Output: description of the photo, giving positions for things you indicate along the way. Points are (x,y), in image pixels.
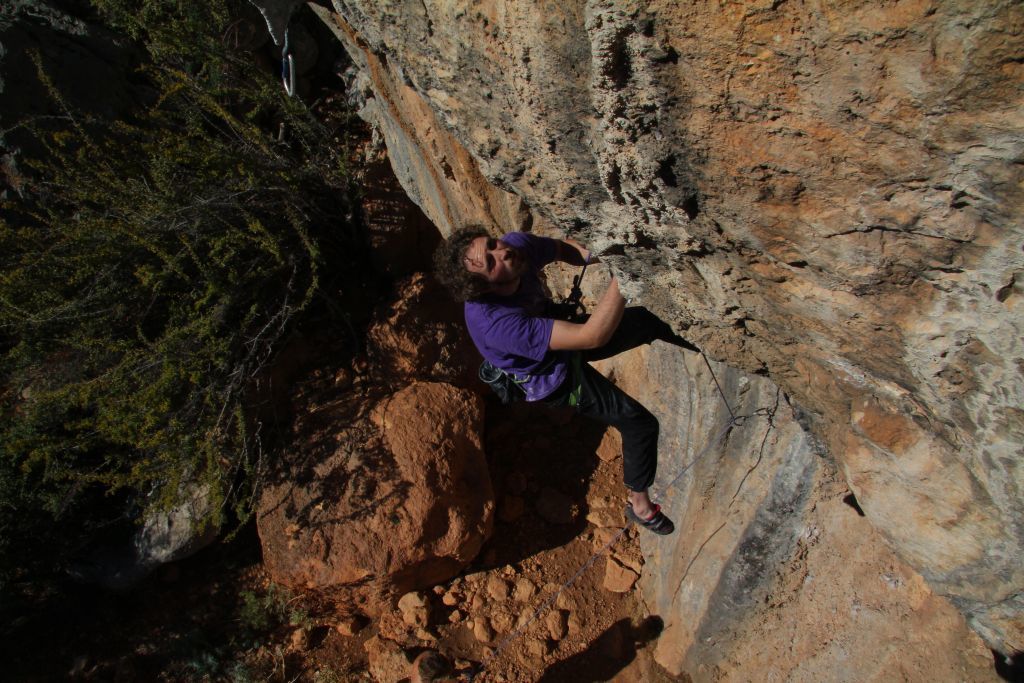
In this picture I can see a man (594,391) climbing the rock (927,249) using a rope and I can see few trees (224,438).
